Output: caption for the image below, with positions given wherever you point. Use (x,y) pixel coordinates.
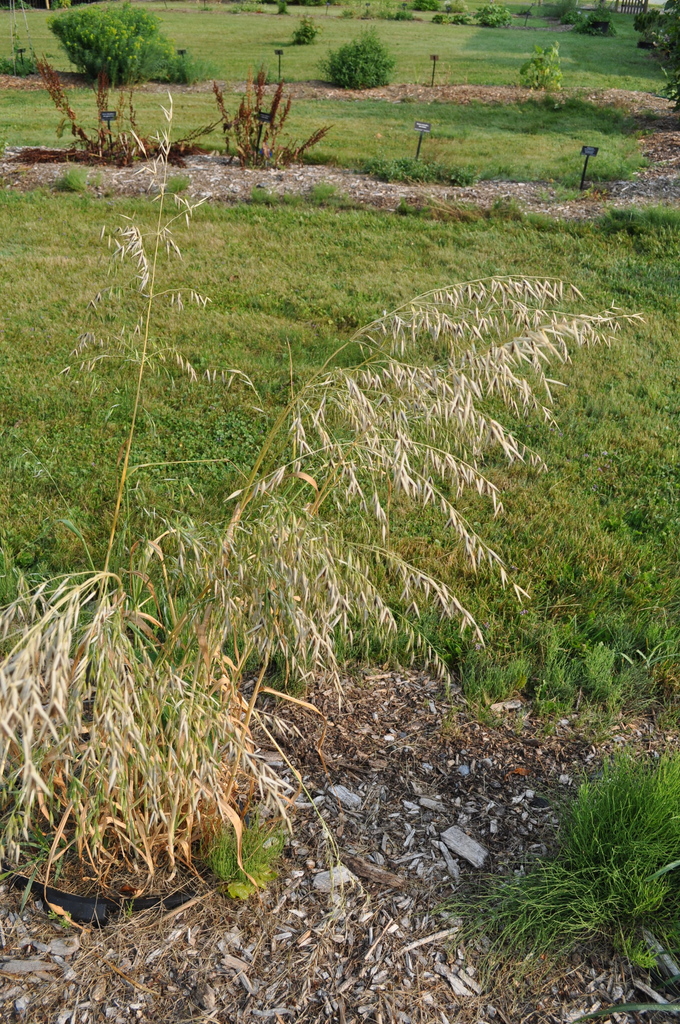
In this image I can see grass (326,36), plants (101,612) and boards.
